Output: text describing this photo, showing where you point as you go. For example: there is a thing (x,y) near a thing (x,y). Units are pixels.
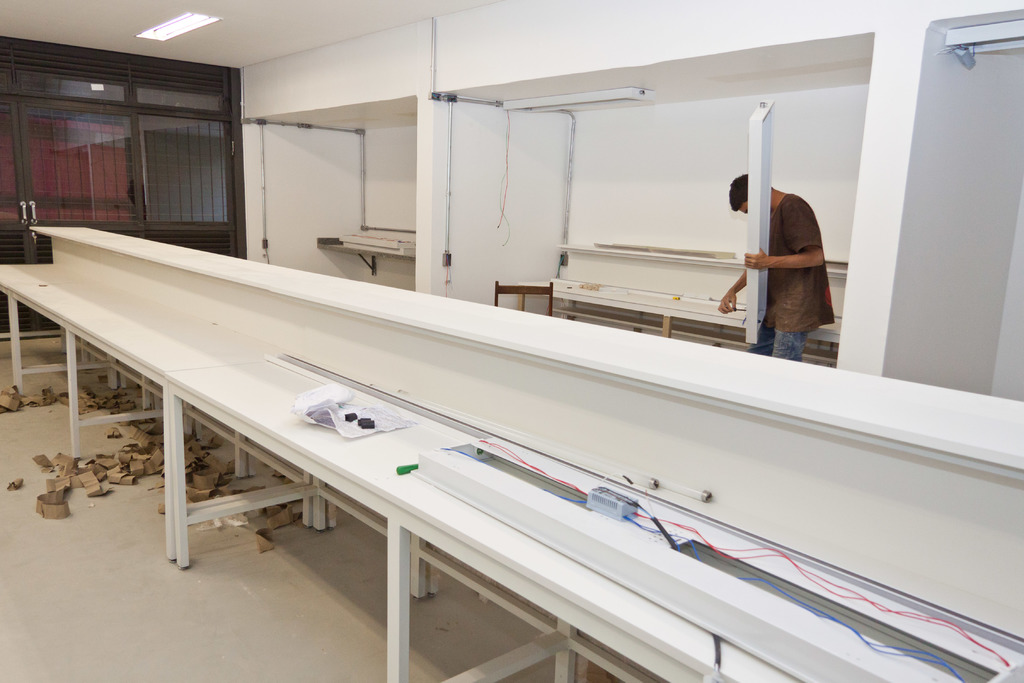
In this picture I can see tube lights (962,672), cables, papers (337,415), pen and some other objects (475,501) on the tables (388,351), there are wooden pieces (39,400) on the floor (273,674), there are doors (40,204) with the door handles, there is a person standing and holding an object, there are pipes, cables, chair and some other items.
